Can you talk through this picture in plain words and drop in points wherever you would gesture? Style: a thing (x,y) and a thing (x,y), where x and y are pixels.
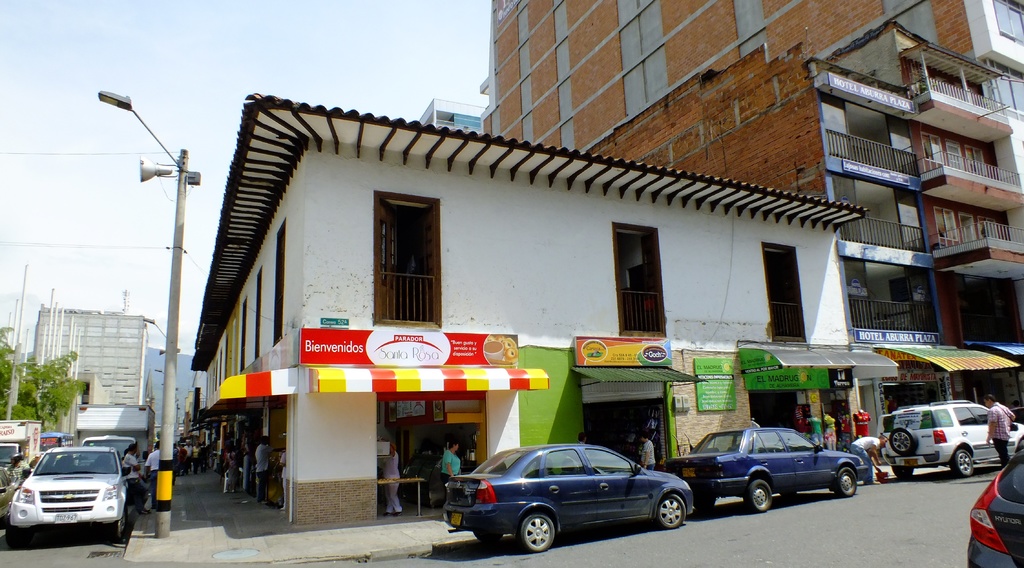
In this picture there are cars (734,433) and stalls (426,410) at the bottom side of the image (650,426) and there are people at the bottom side of the image (389,437) and there are buildings (317,267), trees (29,365), and poles (175,335) in the background area of the image (258,253).
